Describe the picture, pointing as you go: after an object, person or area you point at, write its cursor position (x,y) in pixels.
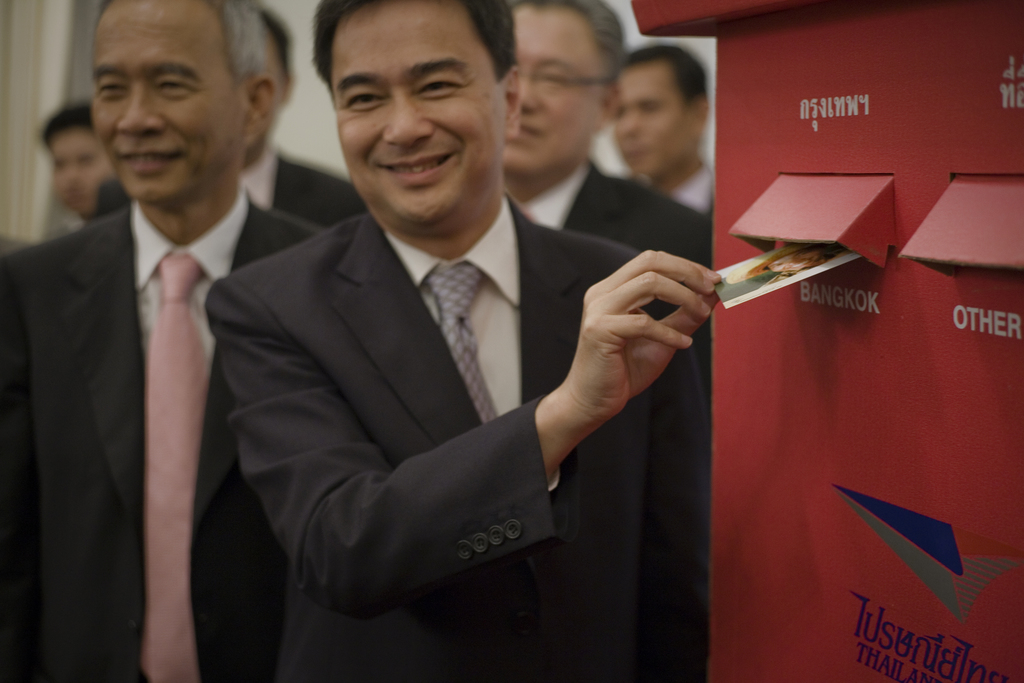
In this image we can see group of persons (194,189) wearing coat (333,385) and tie (481,393) are standing. One person (640,362) is holding a paper (767,272) in his hand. On the right side of the image (890,269) we can see a box (935,304) with some text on it.
